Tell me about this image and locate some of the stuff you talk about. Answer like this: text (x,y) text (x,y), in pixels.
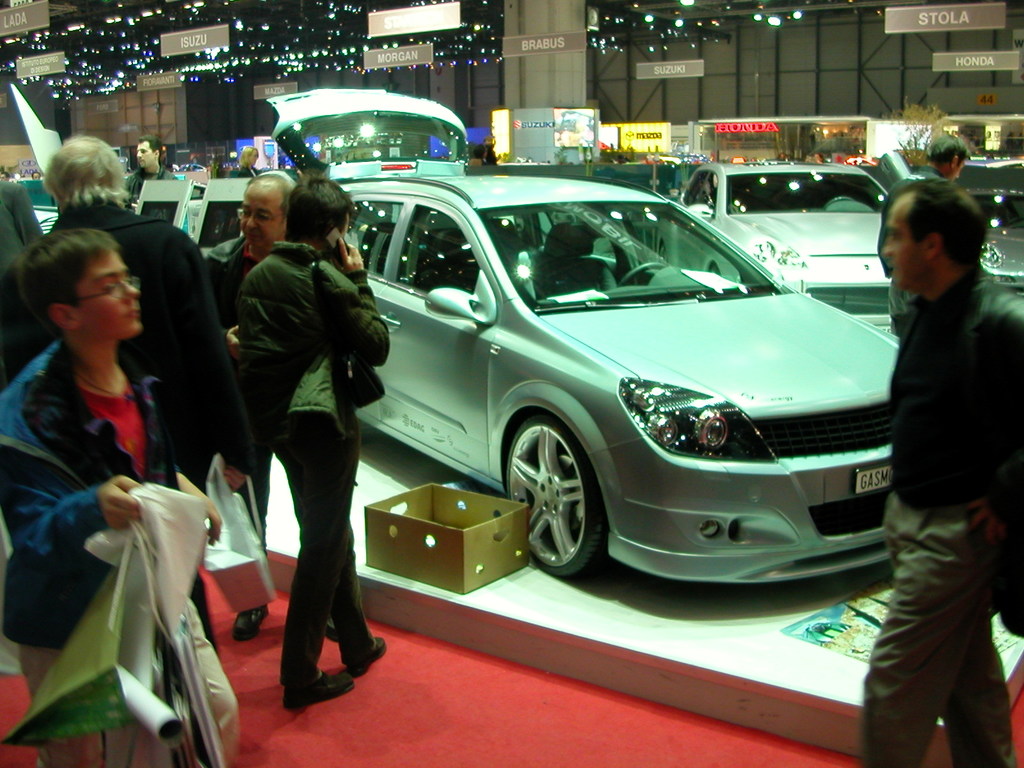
In this image we can see few cars (652,272) and people (342,304) standing on the floor (480,697), there is a box (474,524) beside the car (532,503), a person (49,390) is holding cover (152,666) and few objects (141,614) in his hands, there are few boards (939,23) hanged to the ceiling (274,27) and there are lights (490,20) to the ceiling (489,53) and there is a tree (934,110).
